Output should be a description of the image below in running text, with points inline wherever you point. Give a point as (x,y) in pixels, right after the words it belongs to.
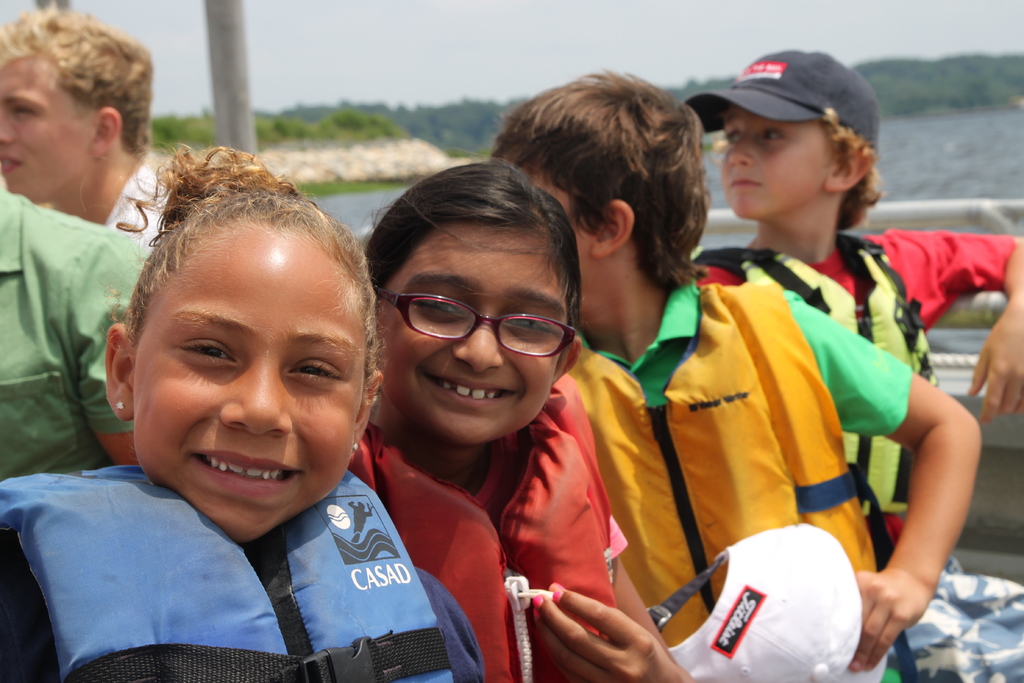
In the image there are few kids (413,367) with life jacket (498,538) sitting on a boat (1009,571), behind them there are two men (70,212) visible and over the background (306,130) there are trees (372,124) all over the image in front of the river (945,150).
